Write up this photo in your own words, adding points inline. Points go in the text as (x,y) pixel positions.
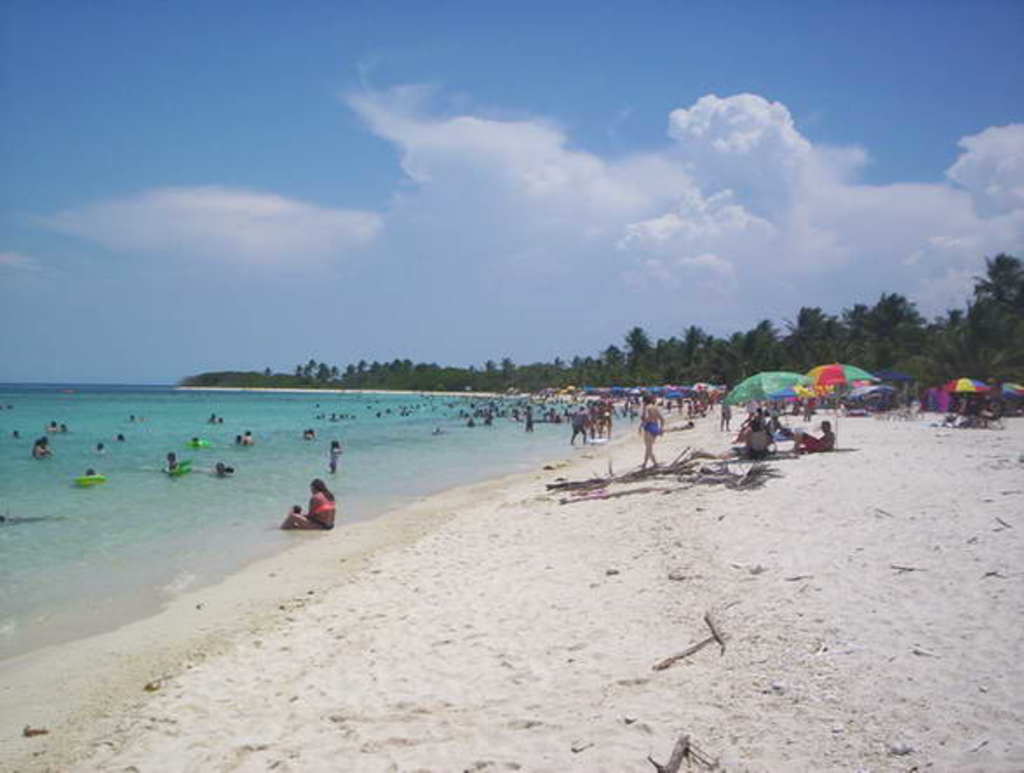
In this image on the ground (611,597) there is sand (785,578) and on the right side (693,410) there are trees (615,380), umbrellas (850,382) and there are persons (660,420) standing and lying. On the left side (214,490) there are persons (319,484) in the water (170,450) and the sky (401,159) is cloudy.
